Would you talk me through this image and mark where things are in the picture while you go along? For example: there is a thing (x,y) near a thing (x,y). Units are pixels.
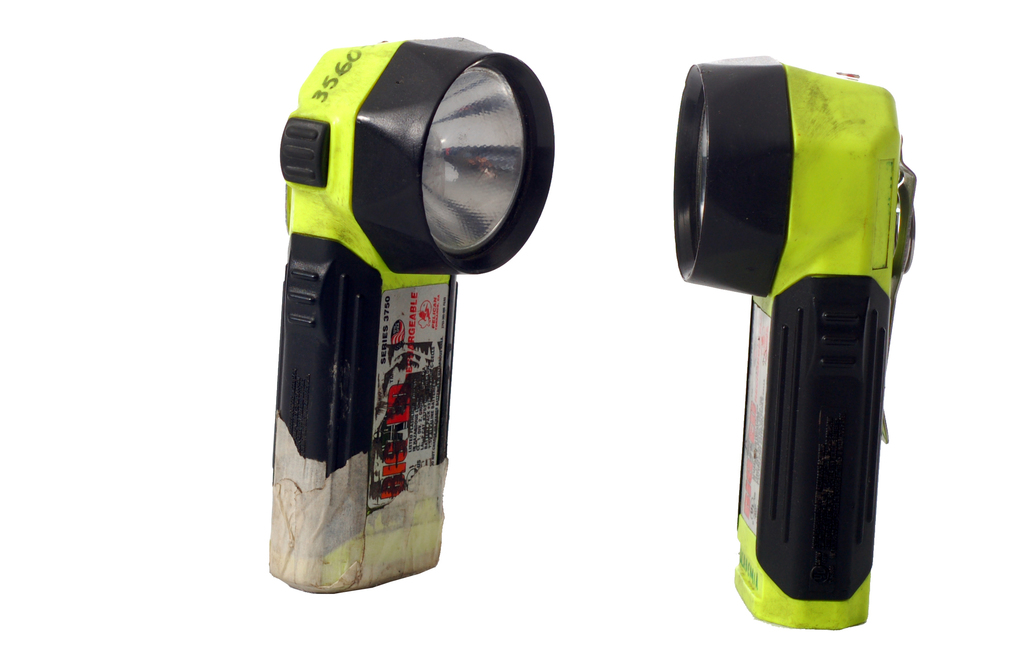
In this image there are two torch lights (767,576) with a text (406,403) on them.
